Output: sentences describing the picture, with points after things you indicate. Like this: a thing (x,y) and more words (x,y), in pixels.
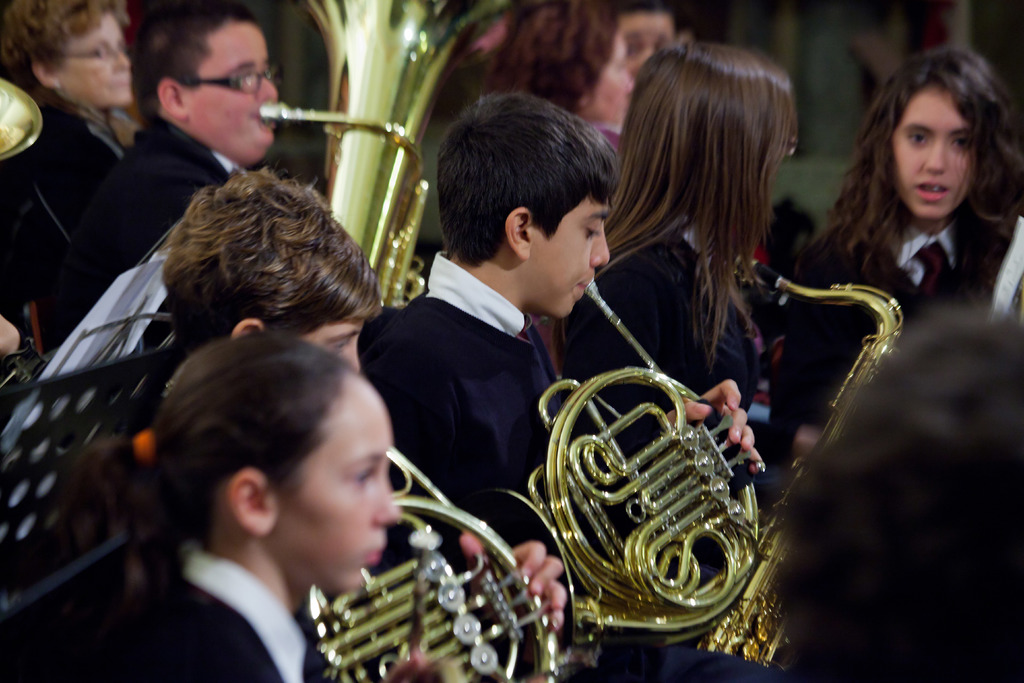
In this image I can see a group of people (643,219) are playing musical instruments (685,519) on the floor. This image is taken may be in a hall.
